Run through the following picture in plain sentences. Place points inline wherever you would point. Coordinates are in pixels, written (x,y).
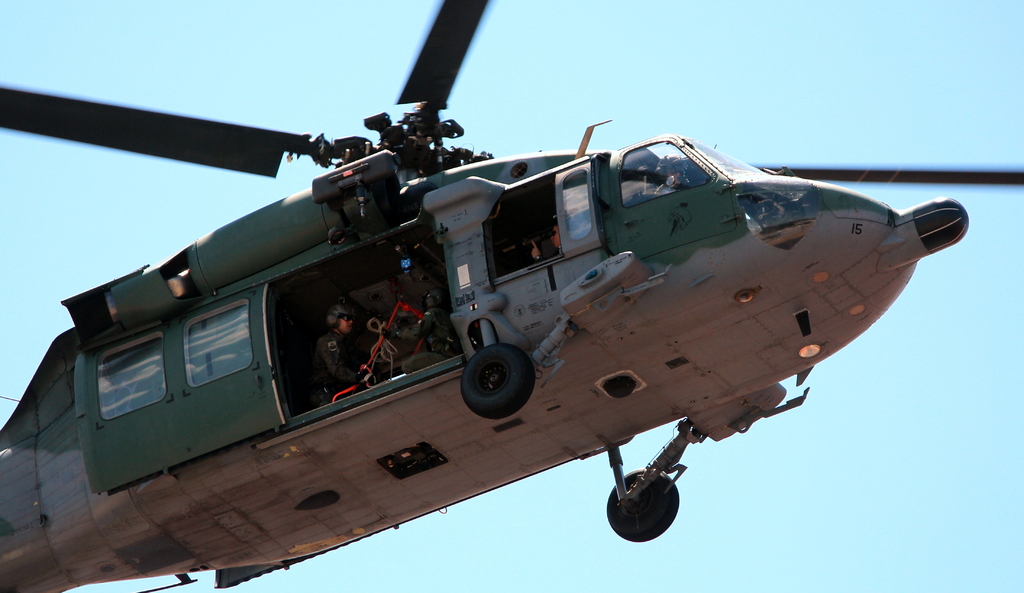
In this picture we can see a helicopter (619,381) flying, in helicopter (579,238) we can see people (347,358) and some objects (372,338). In the background (180,80) it is sky (814,49).
